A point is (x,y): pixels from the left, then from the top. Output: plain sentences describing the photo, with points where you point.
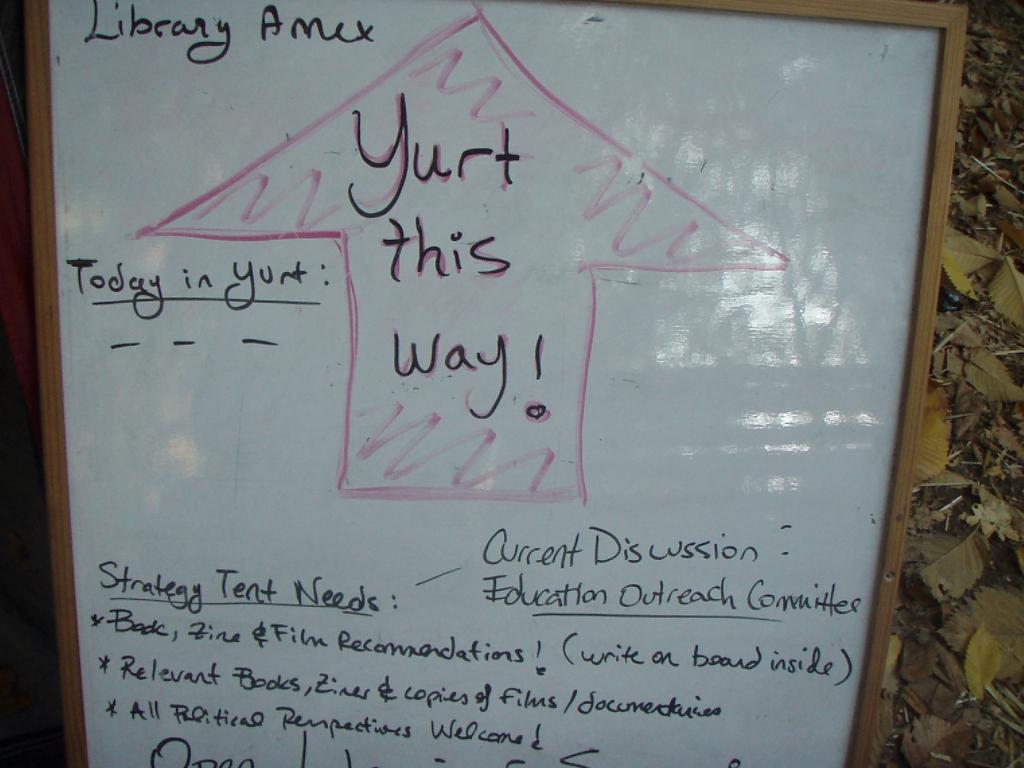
In the foreground of this image (678,341), there is a white board (782,209) on which, there is text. In the background (968,644), there are leaves (982,288) on the ground (987,244).
